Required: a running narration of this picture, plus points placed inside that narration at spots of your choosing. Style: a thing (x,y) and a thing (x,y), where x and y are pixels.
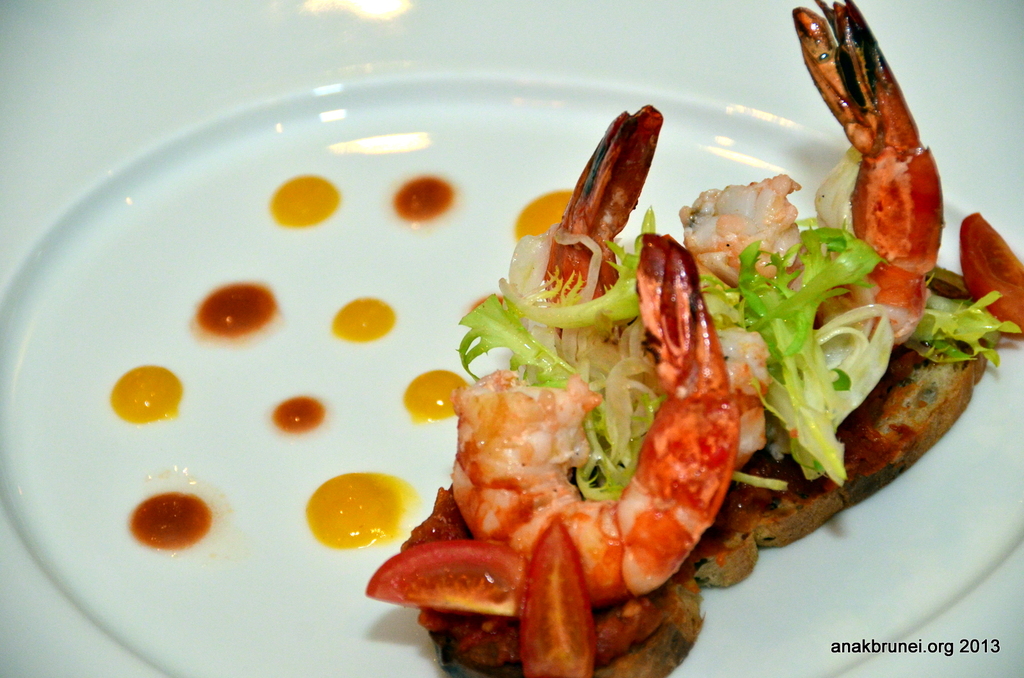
In this image we can see food (758,441) in a plate (447,293) which is on the platform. At the bottom of the image (992,637) we can see something is written on it.
